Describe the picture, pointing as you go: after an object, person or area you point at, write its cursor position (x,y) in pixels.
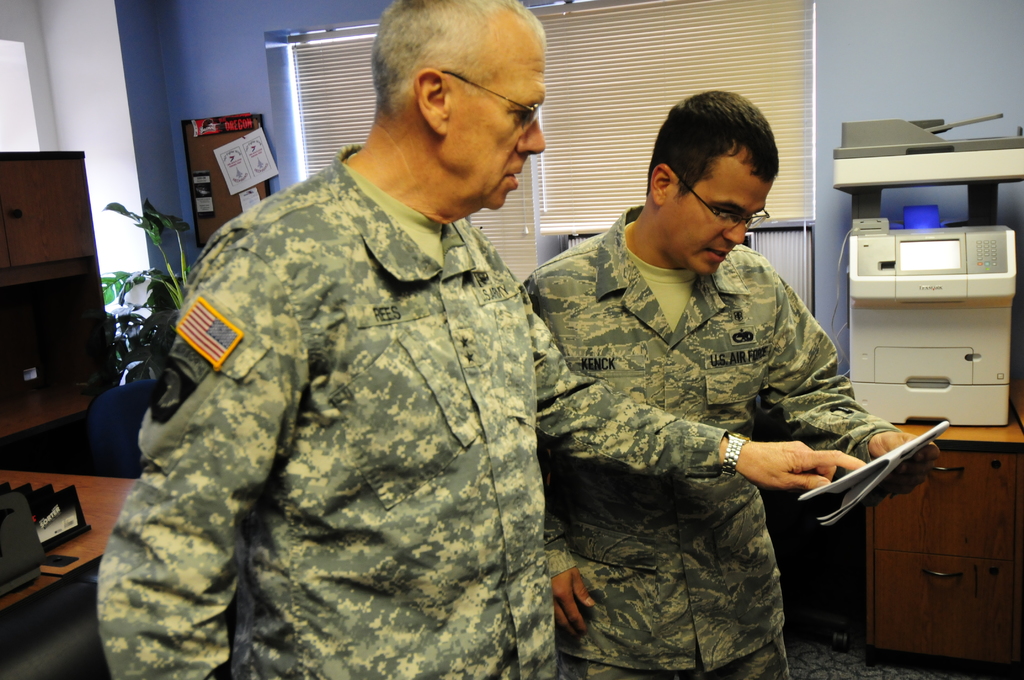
In this image there are two army officers (510,378) who are looking into the book (866,471). In the background (578,49) there are curtains (346,71). On the left side (90,500) there is a table (95,513) on which there are books (47,504) and a chair (106,429) beside it. On the right side (929,305) there is a printer (925,315) on the table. On the left side (23,194) there is a cupboard (57,253). Beside the cupboard (54,266) there is a plant (166,300).
